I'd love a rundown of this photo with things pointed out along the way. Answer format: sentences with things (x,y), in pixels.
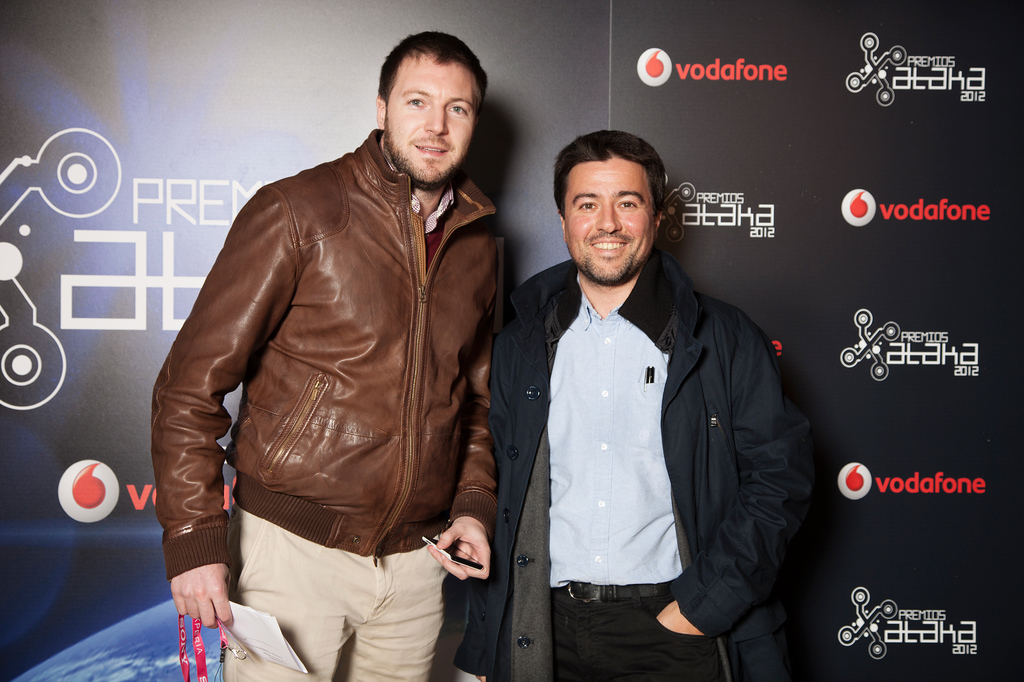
In the left side (293,346) a man (352,365) is standing, he wore a brown color coat (371,380). Beside him there is another man (619,334). Who is smiling, he wore a black color coat (672,438). Behind them there is a big board (76,376) of an advertisement (805,167).
